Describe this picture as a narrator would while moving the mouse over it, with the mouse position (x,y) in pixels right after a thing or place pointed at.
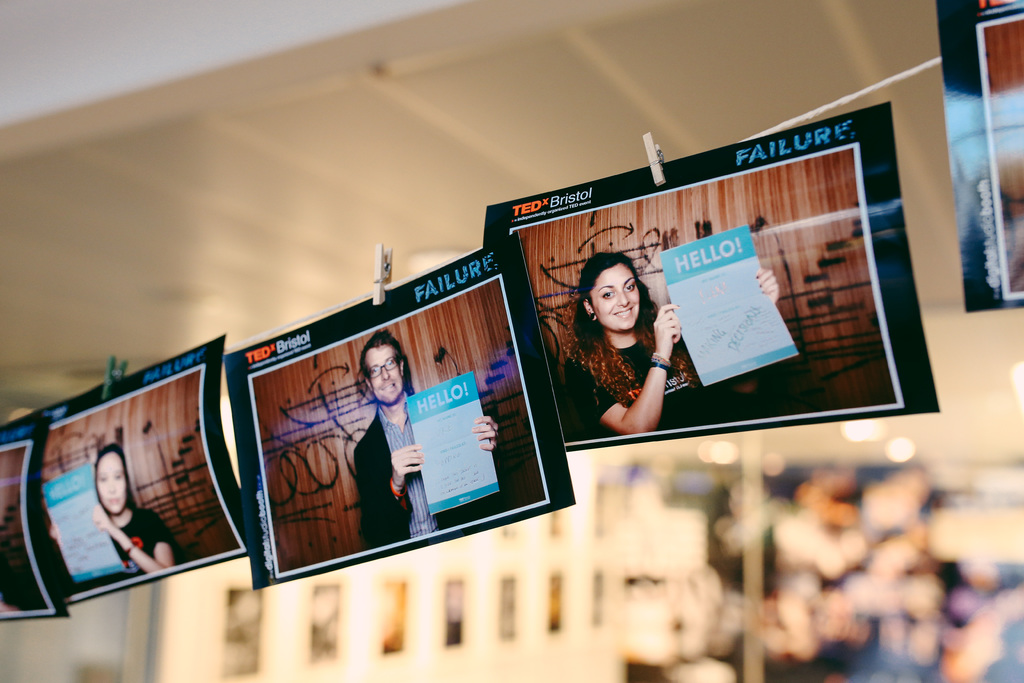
In the picture we can see a thread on it, we can see some photographs (1006,230), are clipped and on the photographs (369,322) we can see some person images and they are holding a paper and written on it as HELLO and behind it we can see some things (722,506) which are not clearly visible.
